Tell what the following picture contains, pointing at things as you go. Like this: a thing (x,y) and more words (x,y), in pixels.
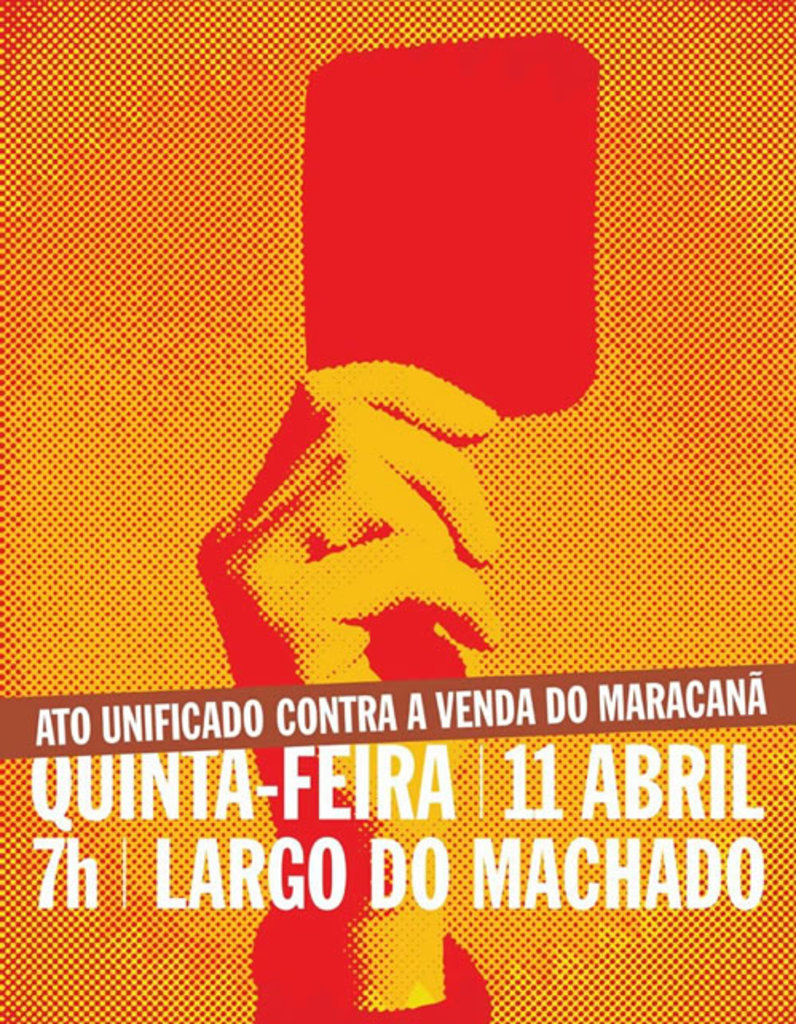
In this image we can see a hand (376,501) of the human being (366,525) showing a red color card (508,354) and a text (68,879) was written on the image.
